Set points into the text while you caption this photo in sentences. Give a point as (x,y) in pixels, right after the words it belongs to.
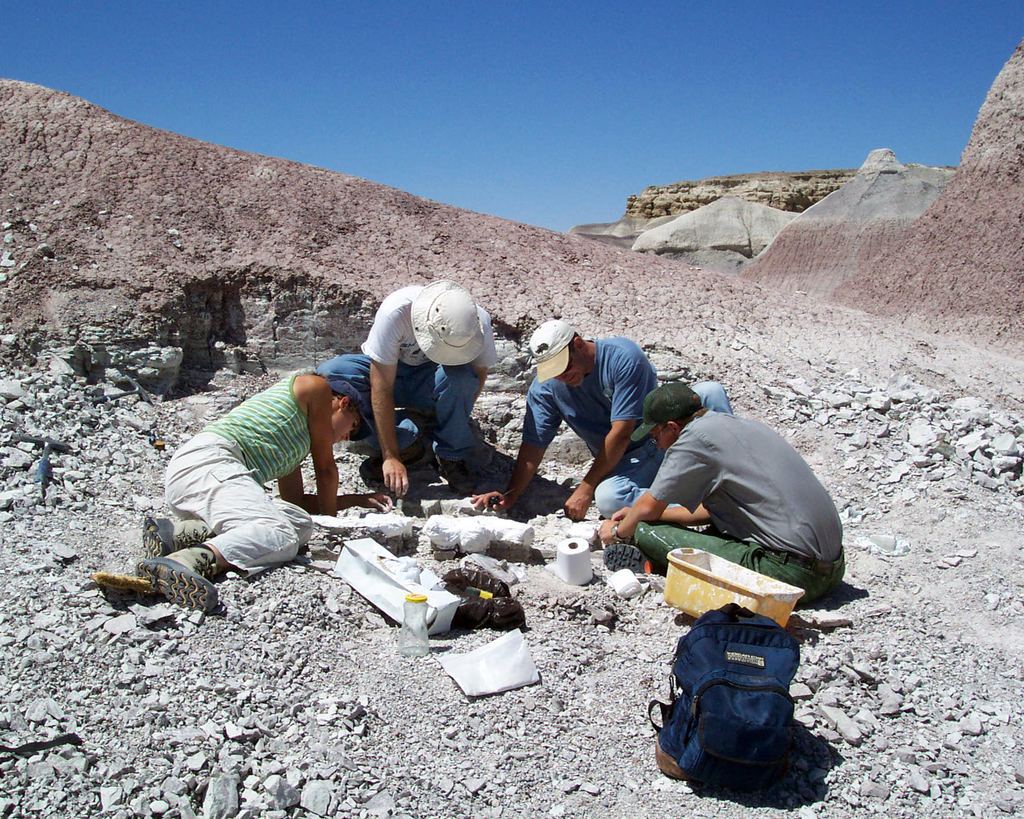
In the center of the image (646,536) we can see four persons (669,430) are sitting. On the right side of the image (889,216) hills (900,191) are there. At the bottom of the image (703,699) we can see the bag (701,668), container (704,582), paper (576,554), bottle (414,636) are present. At the top of the image (517,92) sky (537,93) is there.
